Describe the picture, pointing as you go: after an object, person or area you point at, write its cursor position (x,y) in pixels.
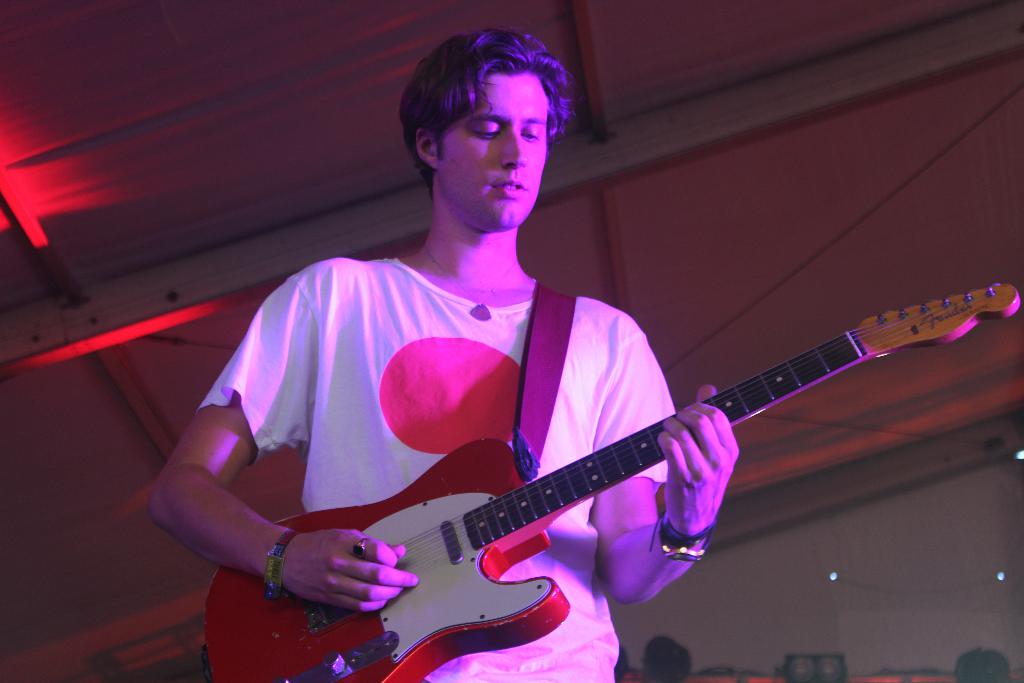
The man (470,255) in white t-shirt (419,405) is playing a guitar (531,500).
